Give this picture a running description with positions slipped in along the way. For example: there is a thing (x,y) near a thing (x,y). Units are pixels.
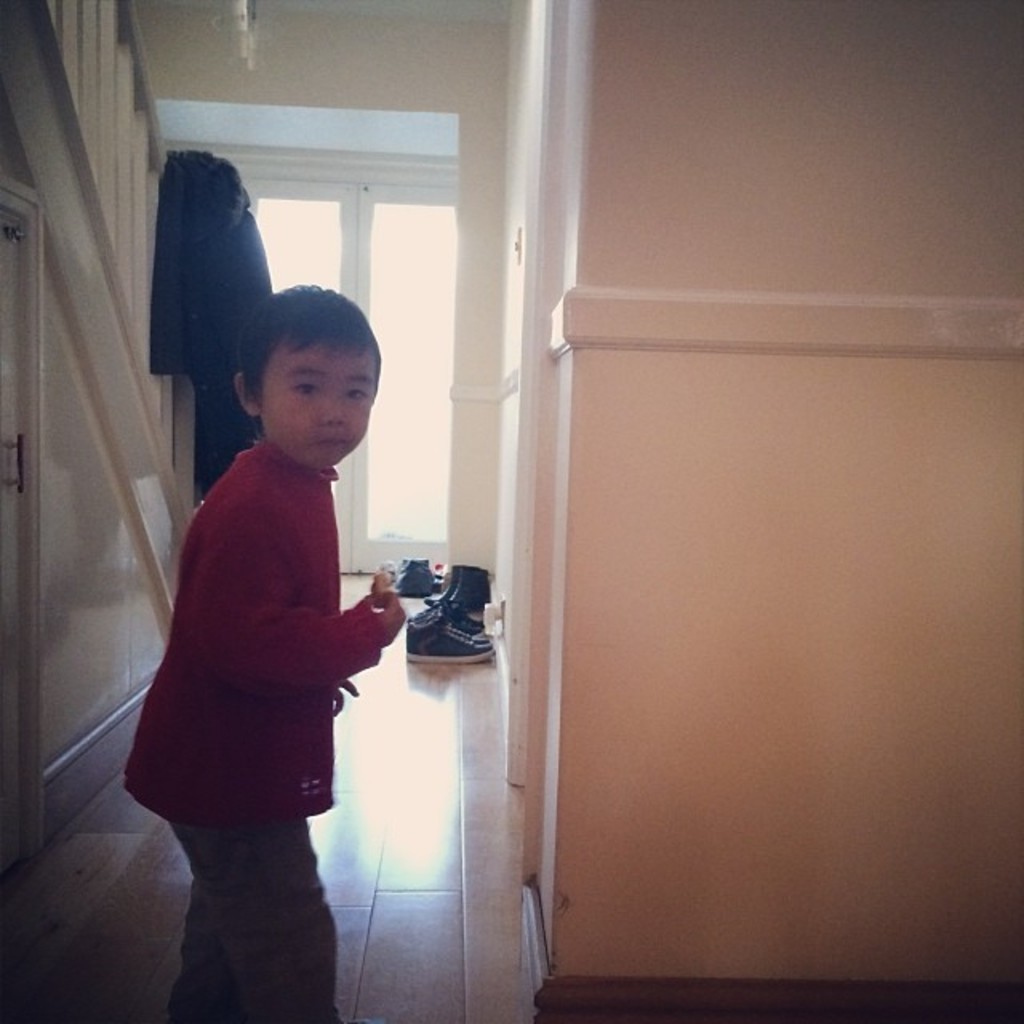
In the foreground (337,682), I can see a boy (216,952) on the floor (376,836) is holding an object (376,588) in hand (372,604). In the background (313,240), I can see a wall (629,320), glass window (401,290), staircase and some objects (401,575). This image taken, maybe in a room (699,742).
